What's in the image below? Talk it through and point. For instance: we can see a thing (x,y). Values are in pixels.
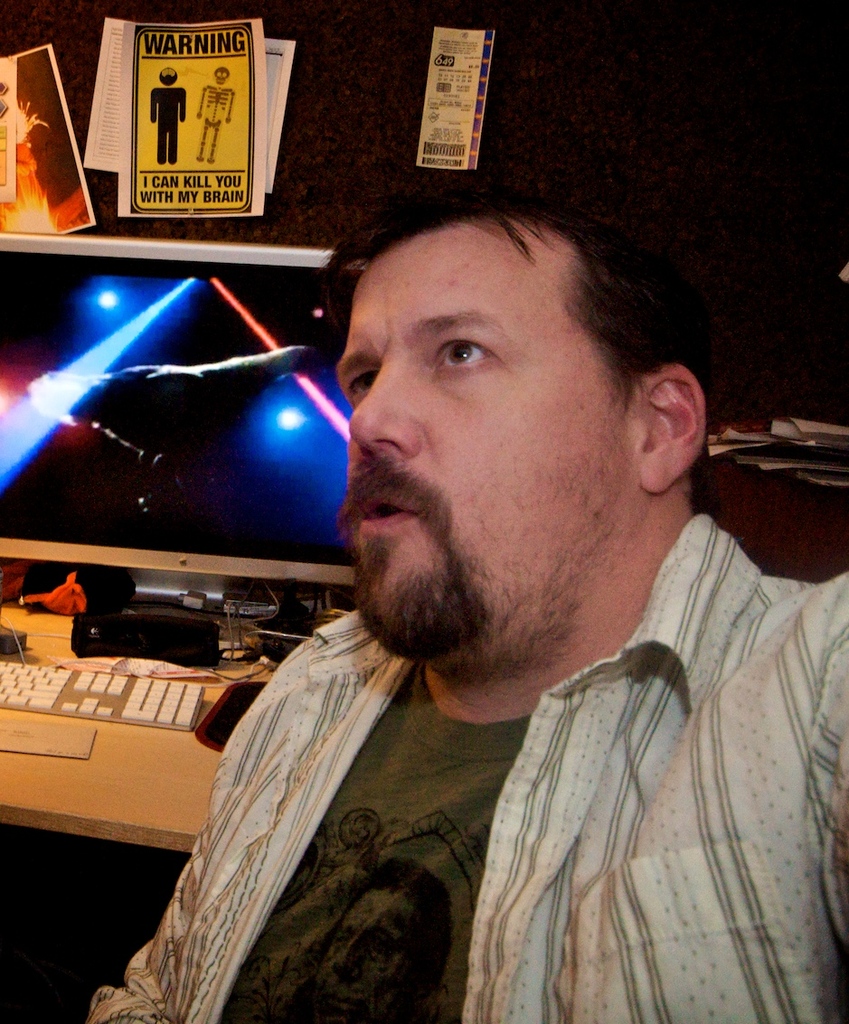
A man (545,715) is present, behind him there is a monitor (18,361), keyboard (165,695) and other objects (51,191).
